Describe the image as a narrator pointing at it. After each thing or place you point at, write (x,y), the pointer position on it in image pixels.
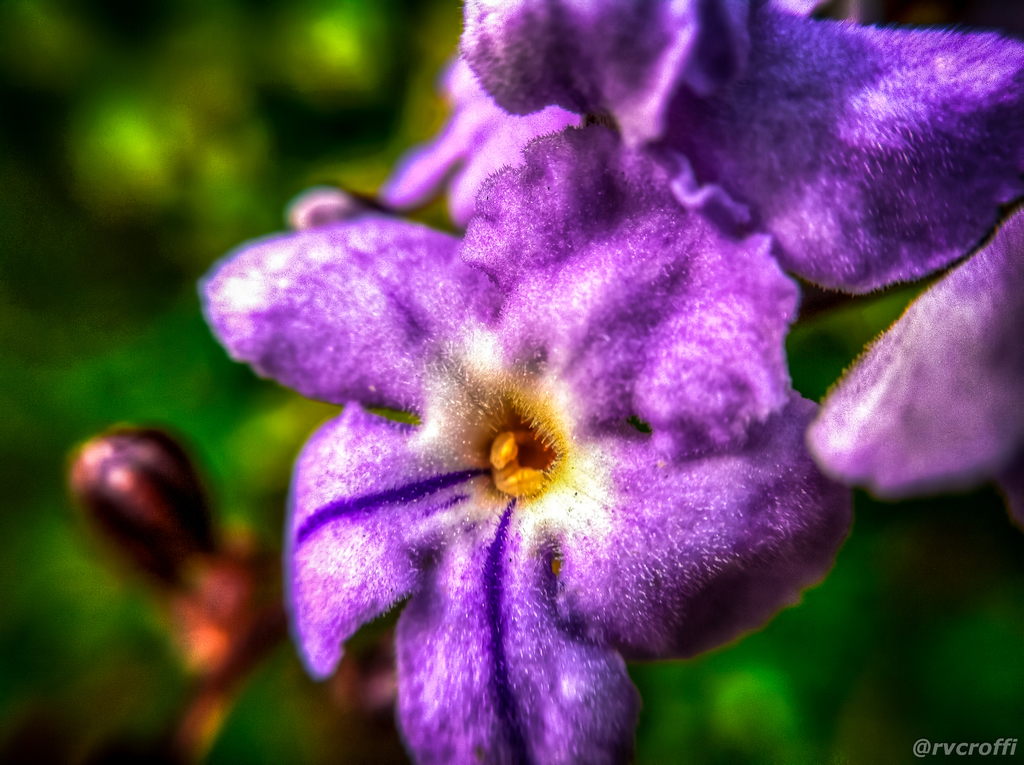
In this image I can see few flowers (549,389) which are purple, yellow and cream in color. I can see the blurry background (859,680) in which I can see few plants (182,428) and flowers (192,571).
